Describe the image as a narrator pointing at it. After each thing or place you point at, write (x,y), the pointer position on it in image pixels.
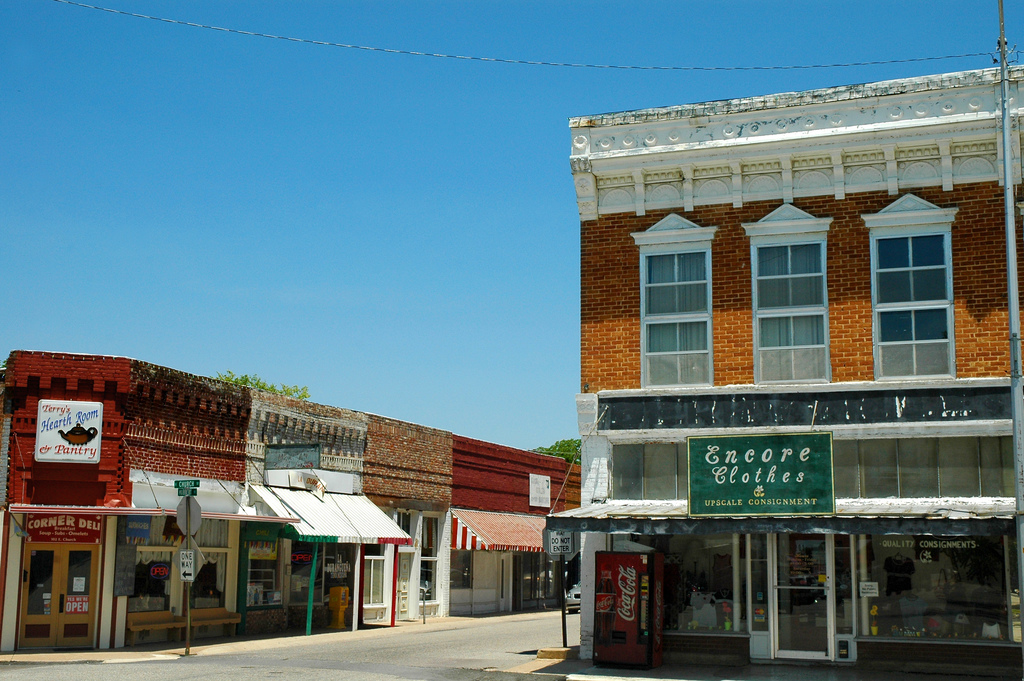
In this given image, We can see a fridge (642,555) and a door (783,564) from where we can get access to go inside the clothing store (910,576) and we can see few objects (935,621), clothes (915,606), an electrical pole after that a building (996,70) which includes with three windows (908,224) towards left (145,488), We can see couple of food stores (462,506) in a row behind the store (938,601), We can see trees (277,390) finally a road (479,631) and car (573,595).
